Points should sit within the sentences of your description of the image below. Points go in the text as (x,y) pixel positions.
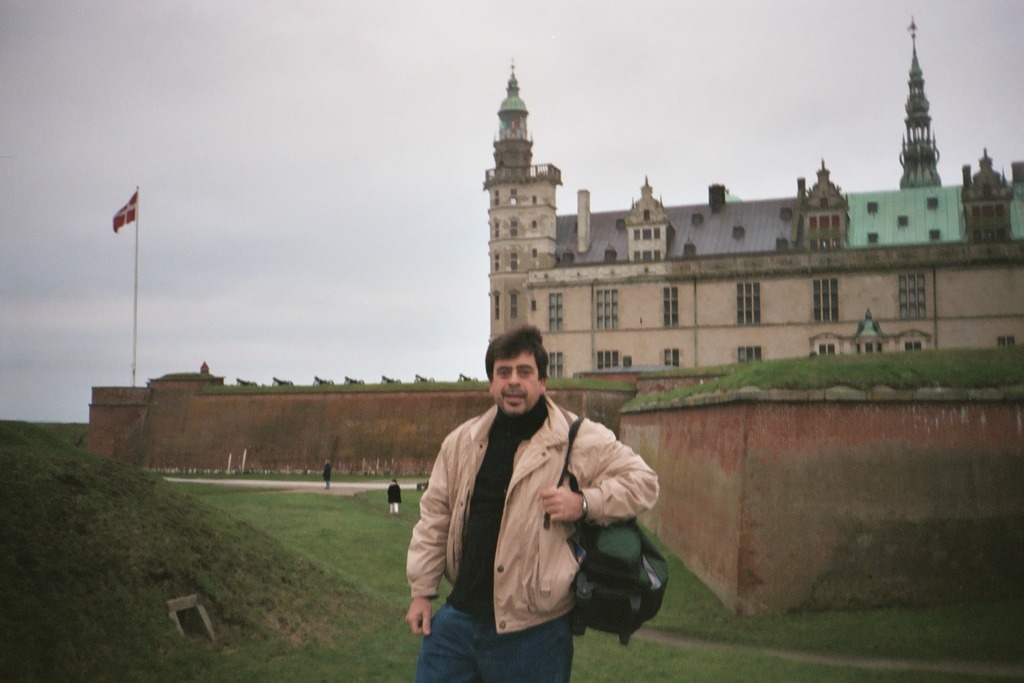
In this image in the foreground (483,472) there is one person (508,543) who is standing, and he is wearing a bag (588,540). In the background (909,298) there is one palace (585,306), on the left side (134,283) there is one pole (135,237) and flag (129,221) and in the center (382,423) there is a wall (747,437) and grass (848,376). At the bottom (321,594) there is grass (699,610) and in the background (393,493) there are some persons (393,493), and at the top of the image (326,175) there is sky (429,150).
